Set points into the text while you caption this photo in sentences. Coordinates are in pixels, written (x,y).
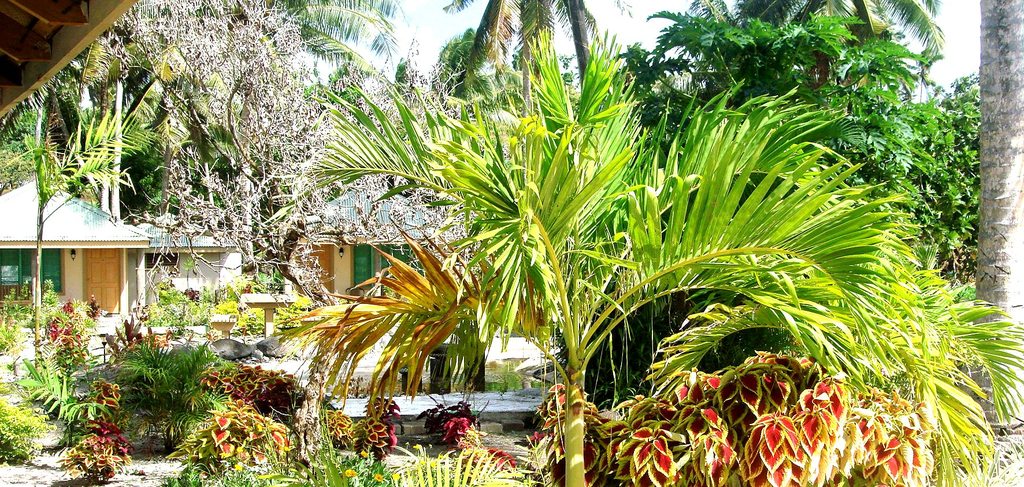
In this image we can see many trees (608,168) and also plants (228,419). Image also consists of houses (192,278). Sky (962,40) is also visible.
